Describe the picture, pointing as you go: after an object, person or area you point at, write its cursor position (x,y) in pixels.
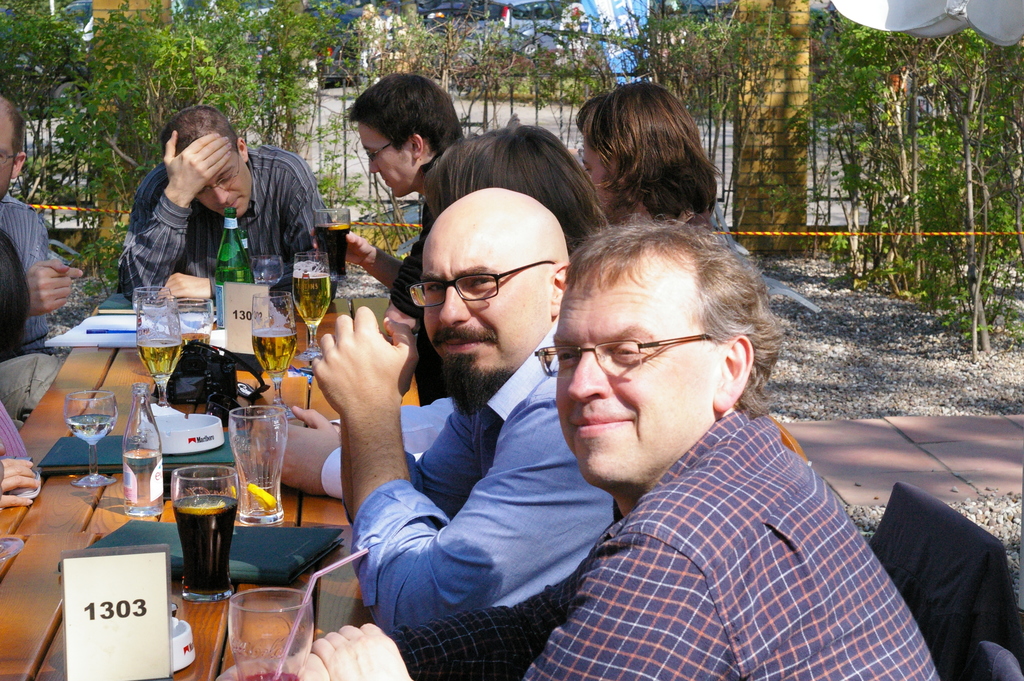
In this image, we can see some people (555,359) sitting on the chairs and there are bottles (136,466) and glasses (249,405) with liquid (270,353) are placed on the table (212,633) and one of them is holding a glass (341,232) filled with drink (332,237). In the background (96,90), there are trees (836,108).
